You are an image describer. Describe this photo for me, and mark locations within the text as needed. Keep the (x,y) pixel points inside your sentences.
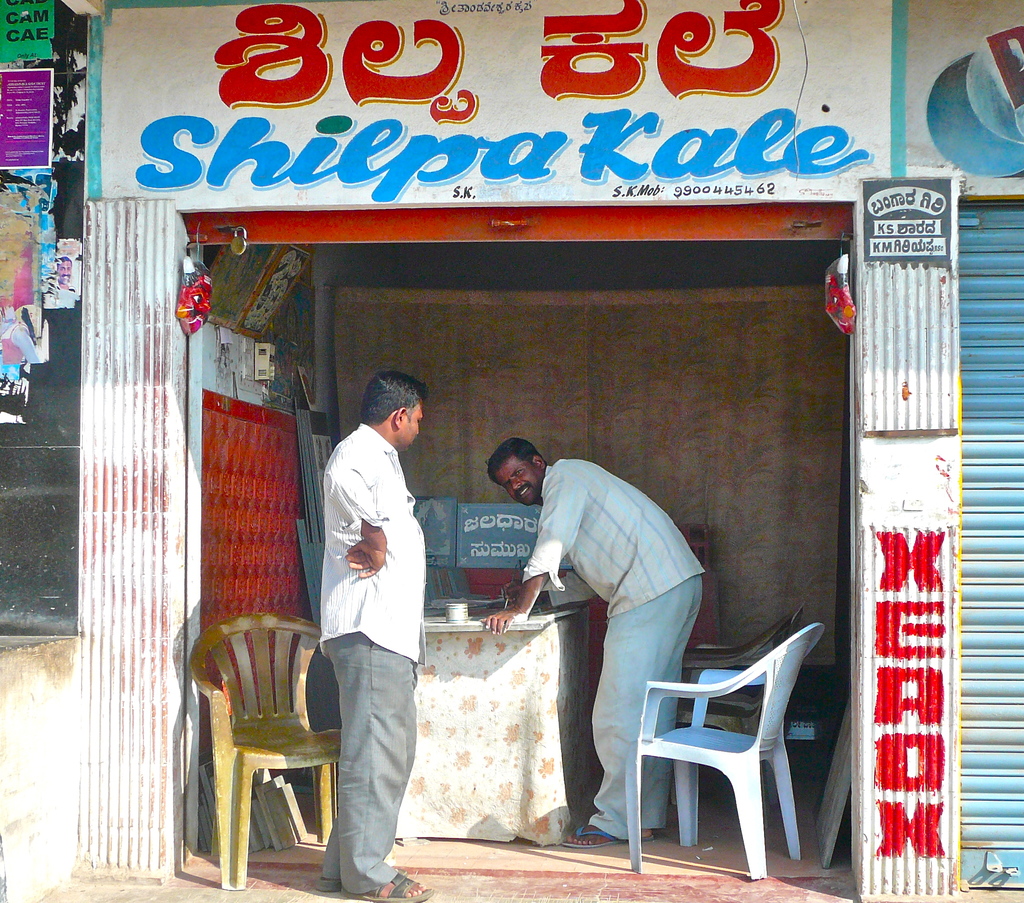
This image consists of a store (594,612) where Shilpakale is written on it. There are two persons (598,487) in this shop (562,610). There is a table (559,710) and three chairs (279,736). There is a curtain (611,345) behind one man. There is another shop (960,810) beside that shop (935,277) in the right side (1012,523). There is xerox written near the shop (799,751).
